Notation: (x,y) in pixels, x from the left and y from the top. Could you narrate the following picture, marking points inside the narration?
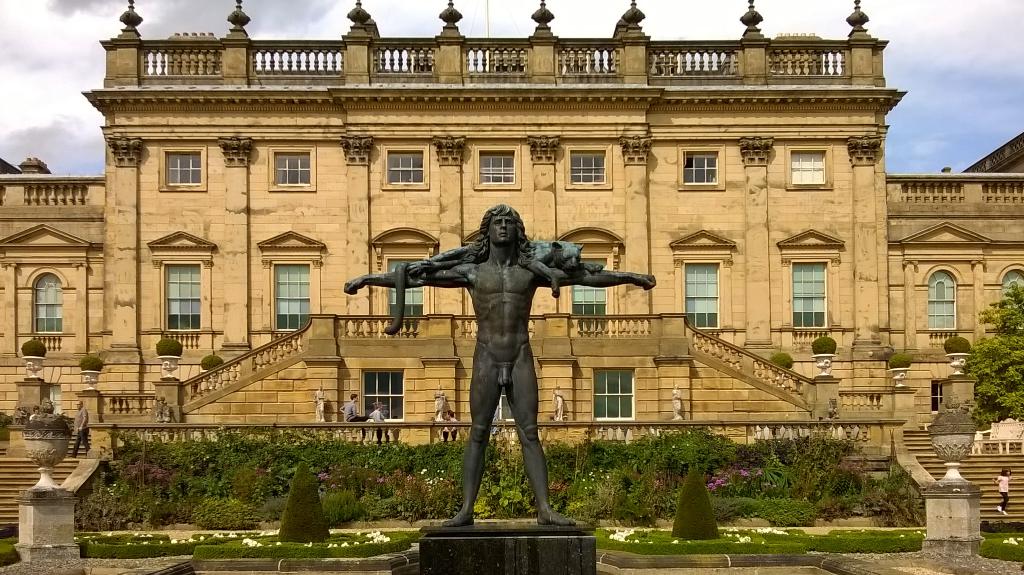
In this picture I see a statue (463,532) in front (586,568) and in the background (128,443) I see a buildings (539,306) and number of plants (339,497) and I see few people (443,420) and I see the sky (909,110) which is a bit cloudy and I see a tree (974,396) on the right side of this image (985,370).
